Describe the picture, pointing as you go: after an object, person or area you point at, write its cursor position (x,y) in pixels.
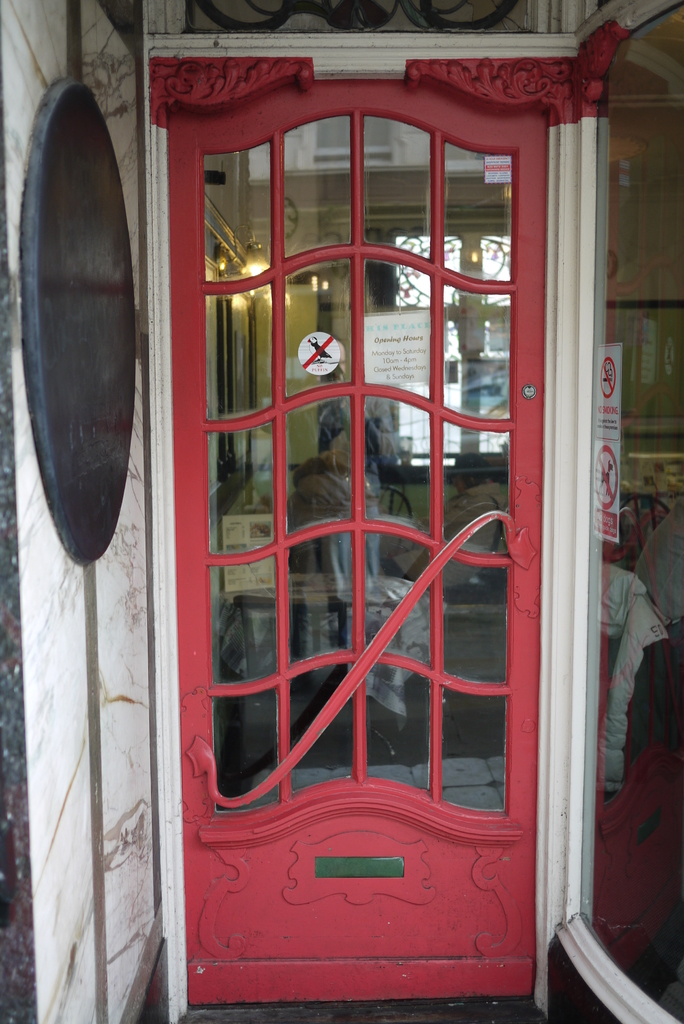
In this image I see the red door (364,415) over here and I see a paper (392,313) on it and I see few more papers (608,460) and something is written and I see the white and black color wall (137,355) and I see the lights (248,265) and a person (287,510) over here.
